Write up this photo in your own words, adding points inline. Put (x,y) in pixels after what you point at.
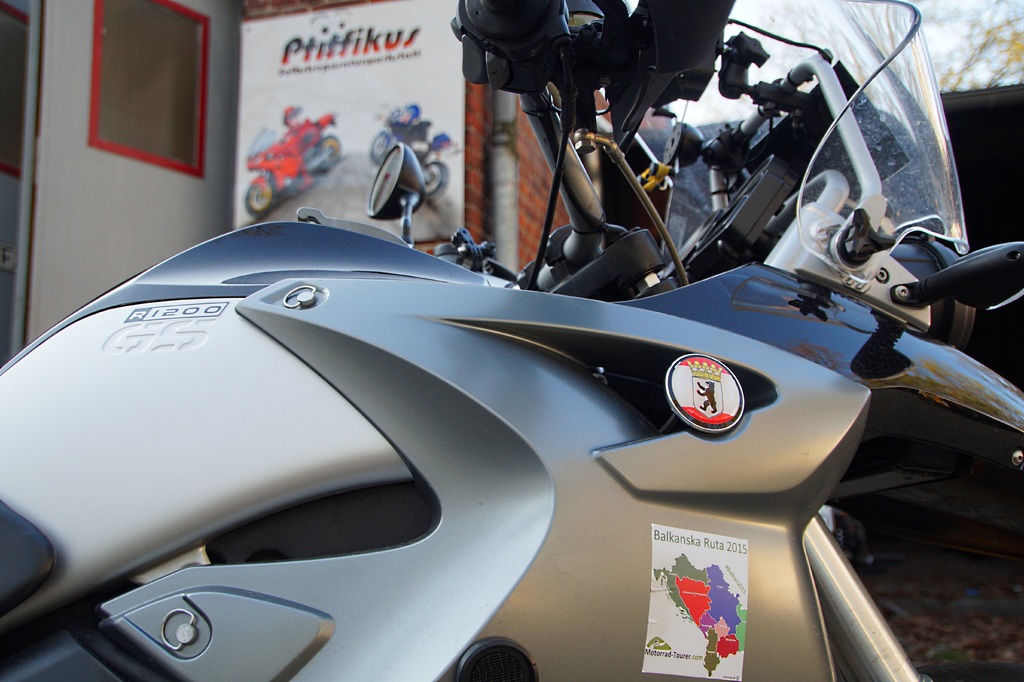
In the given image i can see a bike (556,351) and in the background (351,76) i can see a board (350,62).
